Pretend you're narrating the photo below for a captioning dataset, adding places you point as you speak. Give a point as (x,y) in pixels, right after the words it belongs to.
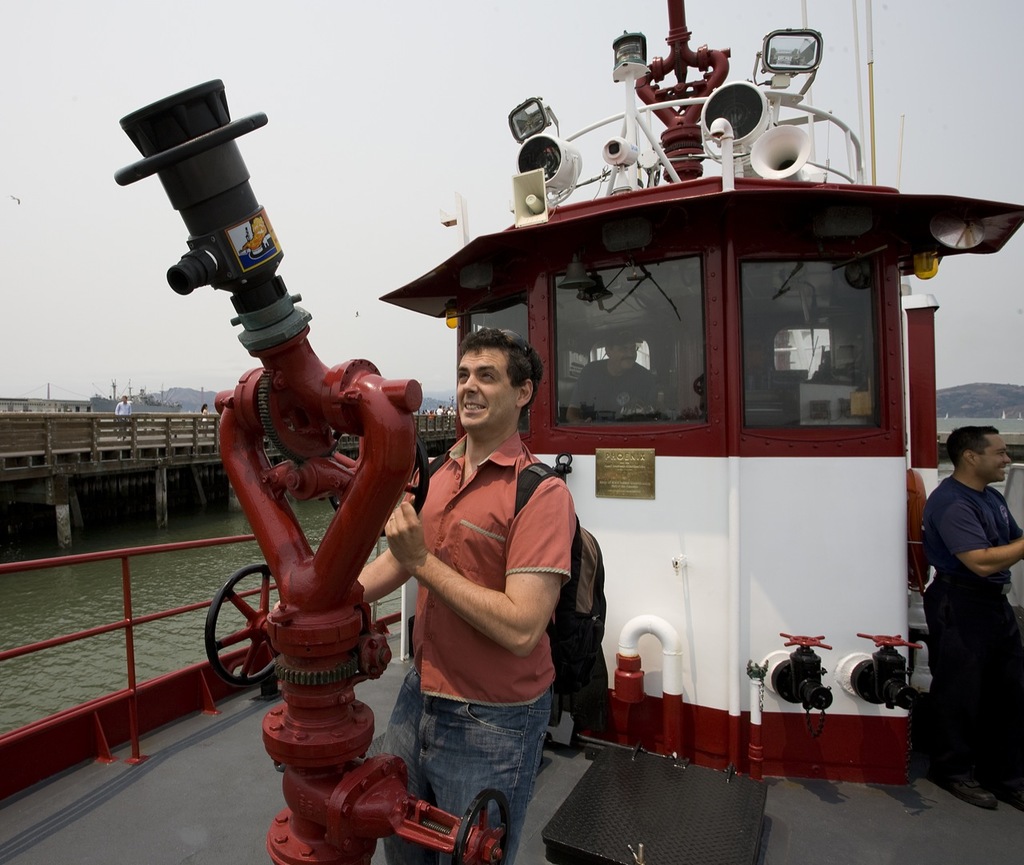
In the center of the image (344,409) we can see a boat (175,740), machines (268,719), steering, lights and some persons (454,591). In the background of the image (42,699) we can see the water (296,503), bridge (136,448), mountains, poles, house (81,407) and some persons (124,408). At the top of the image (272,82) we can see the sky (317,51).
